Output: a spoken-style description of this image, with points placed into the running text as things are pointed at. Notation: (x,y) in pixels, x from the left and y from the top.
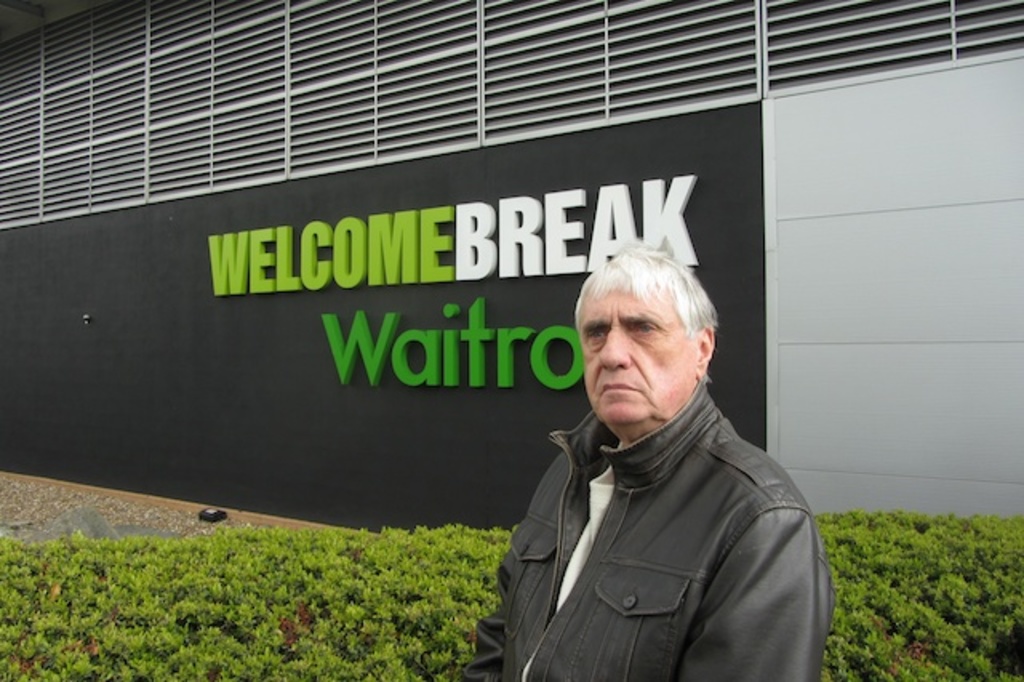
This image consists of a man (604,586) wearing a black jacket (637,618). Behind him, there are small plants (233,586). In the background (884,332), we can see a building (602,131) on which there is a black color and there is a text (350,338).
